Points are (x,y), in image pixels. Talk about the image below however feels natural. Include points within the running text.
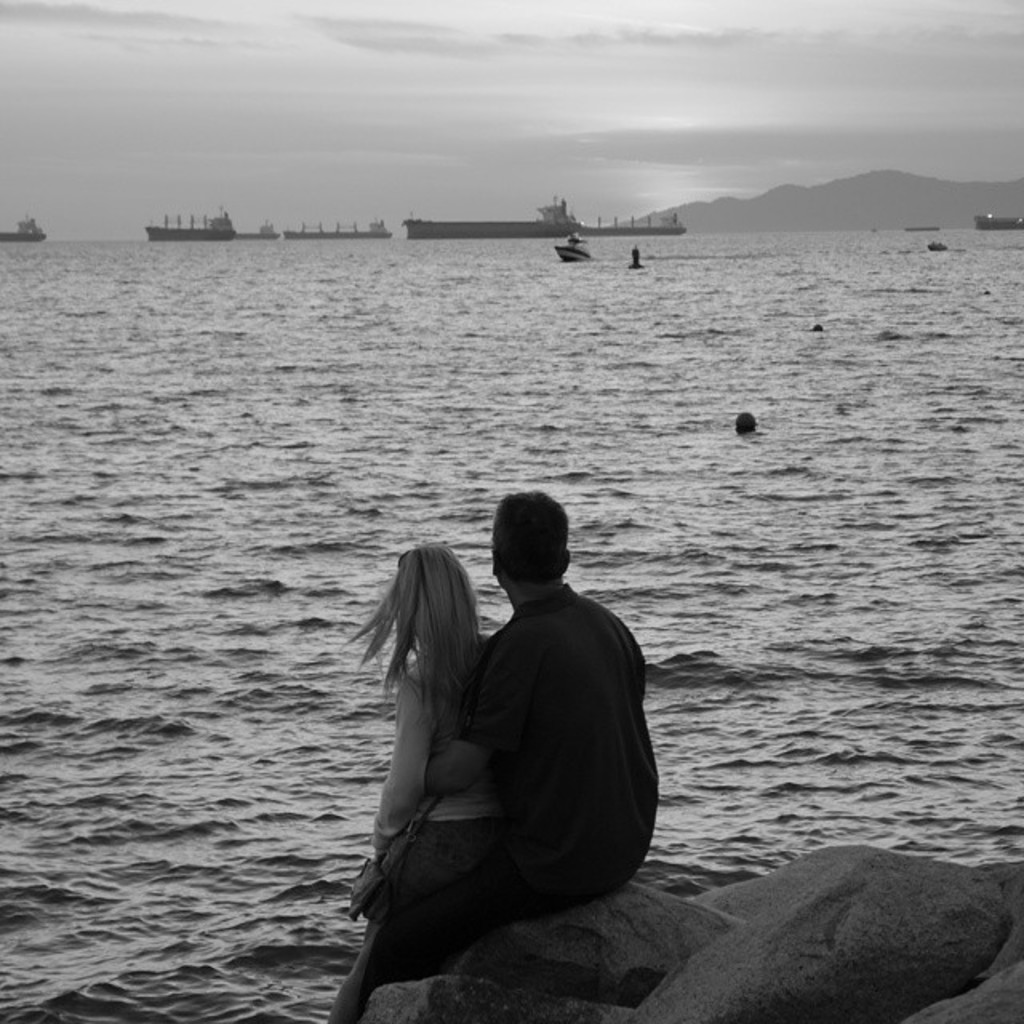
This is a black and white image and here we can see people (539,805) sitting on the rock (654,948) and in the background (151,251), there are ships (508,222) and boats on the water (752,584) and we can see some people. At the top (473,65), there is sky (355,86).
